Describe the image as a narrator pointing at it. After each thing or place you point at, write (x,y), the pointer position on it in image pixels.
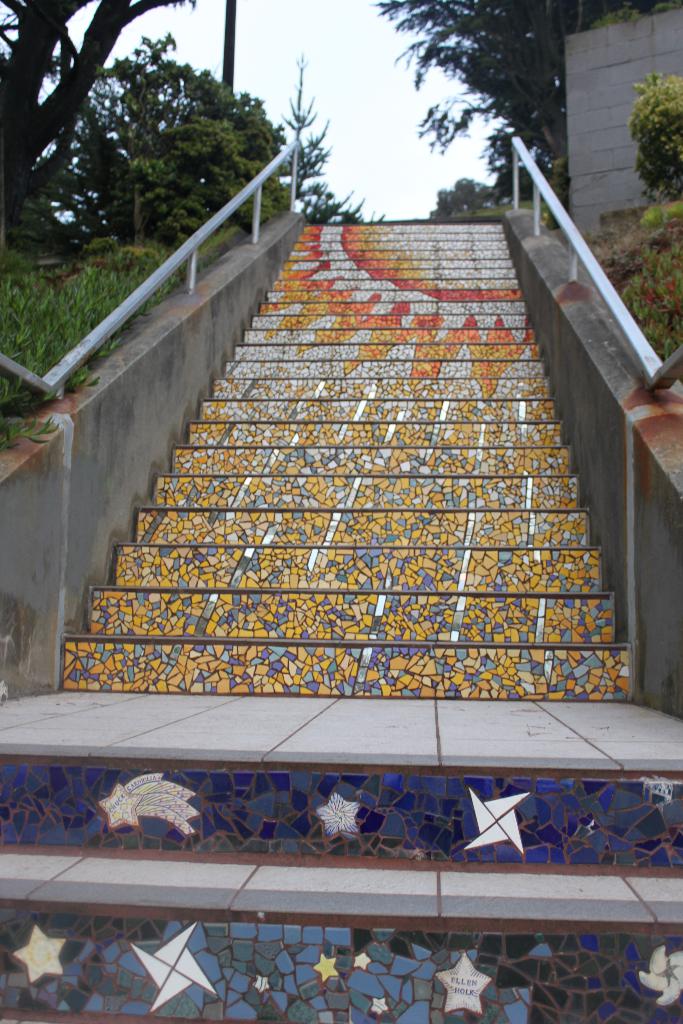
In this image I can see the stairs (392,662). On the both sides of the stairs (386,446) I can see the railing (606,301) and also few plants (24,267). In the background (526,56) there are some trees (537,62). On the right side (605,85) I can see a wall (597,102). At the top (371,70) I can see the sky (342,30).
